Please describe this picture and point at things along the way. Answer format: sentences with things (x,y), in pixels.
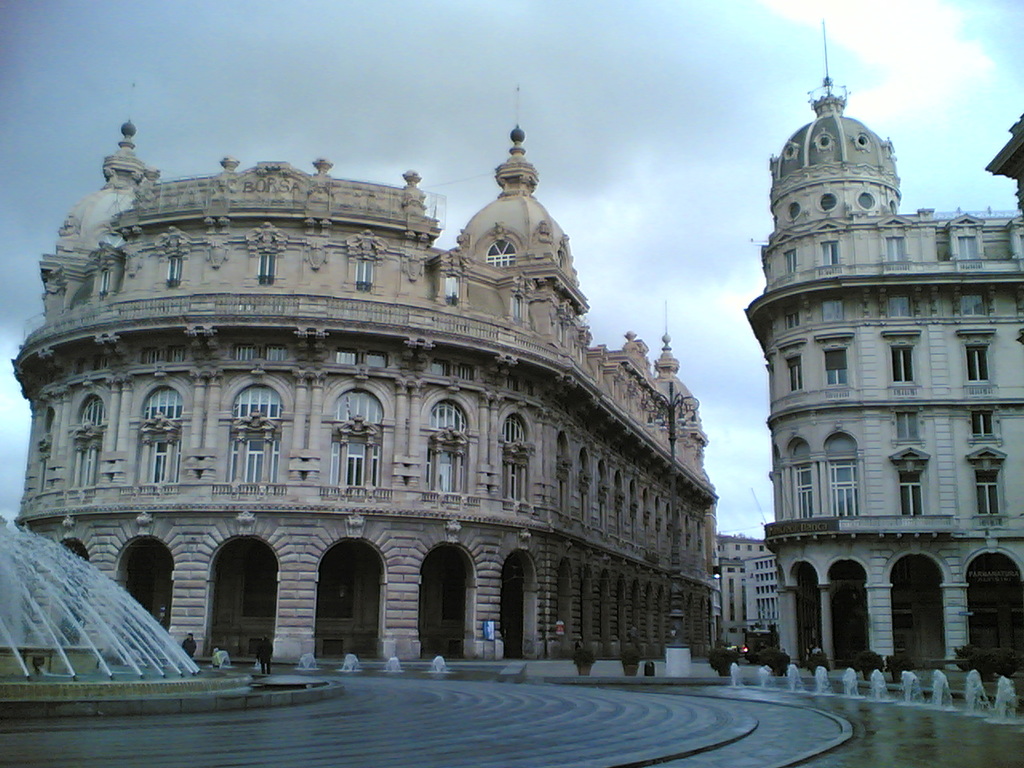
Here we can see a water fountain (153,699). There are buildings (692,535), plants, and boards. In the background (482,191) there is sky (661,171).
